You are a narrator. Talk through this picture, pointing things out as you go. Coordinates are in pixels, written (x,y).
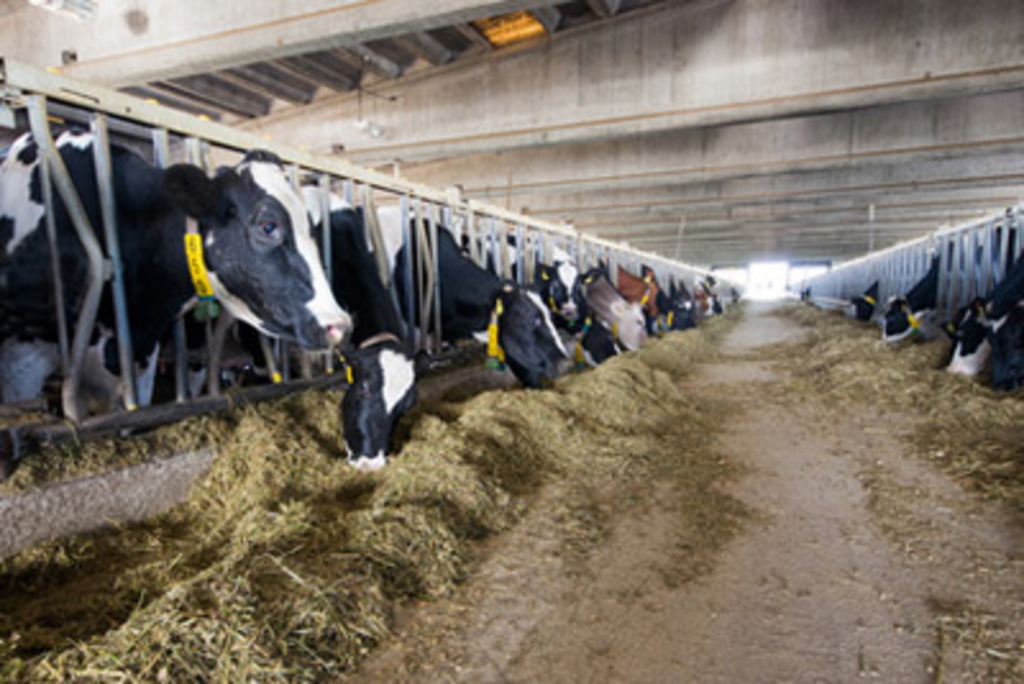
In this picture I can see animals (620,306), grass (593,421) and fence (840,291).
